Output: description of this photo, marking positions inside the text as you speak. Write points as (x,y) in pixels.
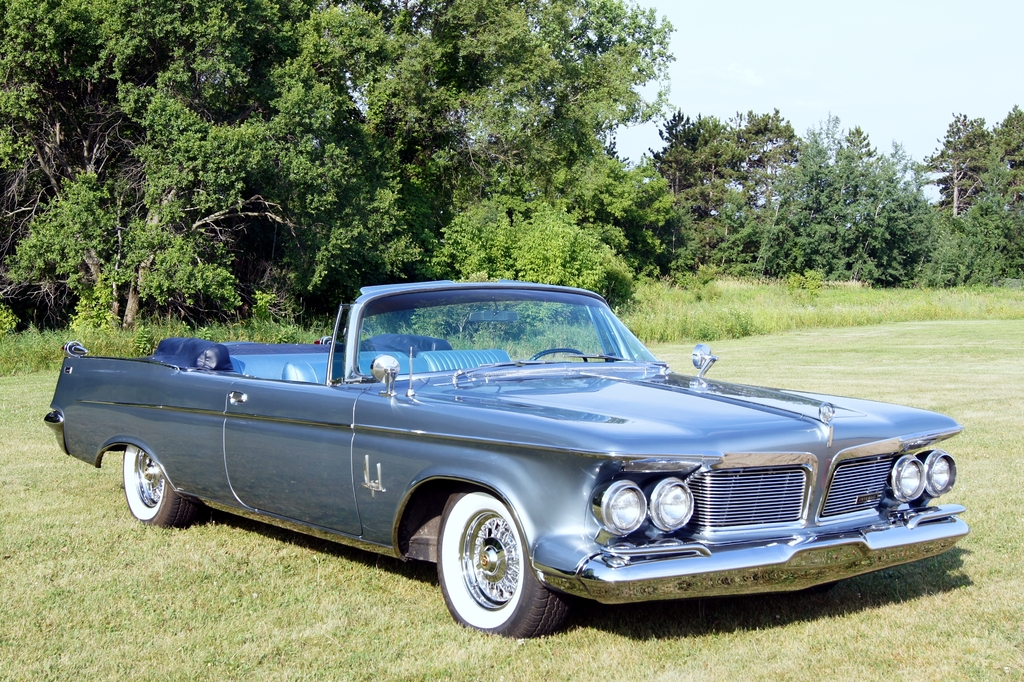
In this picture I can see a car (477,461) in the middle (352,413), in the background (536,267) there are trees (768,257). At the top (782,22) I can see the sky (828,39).
